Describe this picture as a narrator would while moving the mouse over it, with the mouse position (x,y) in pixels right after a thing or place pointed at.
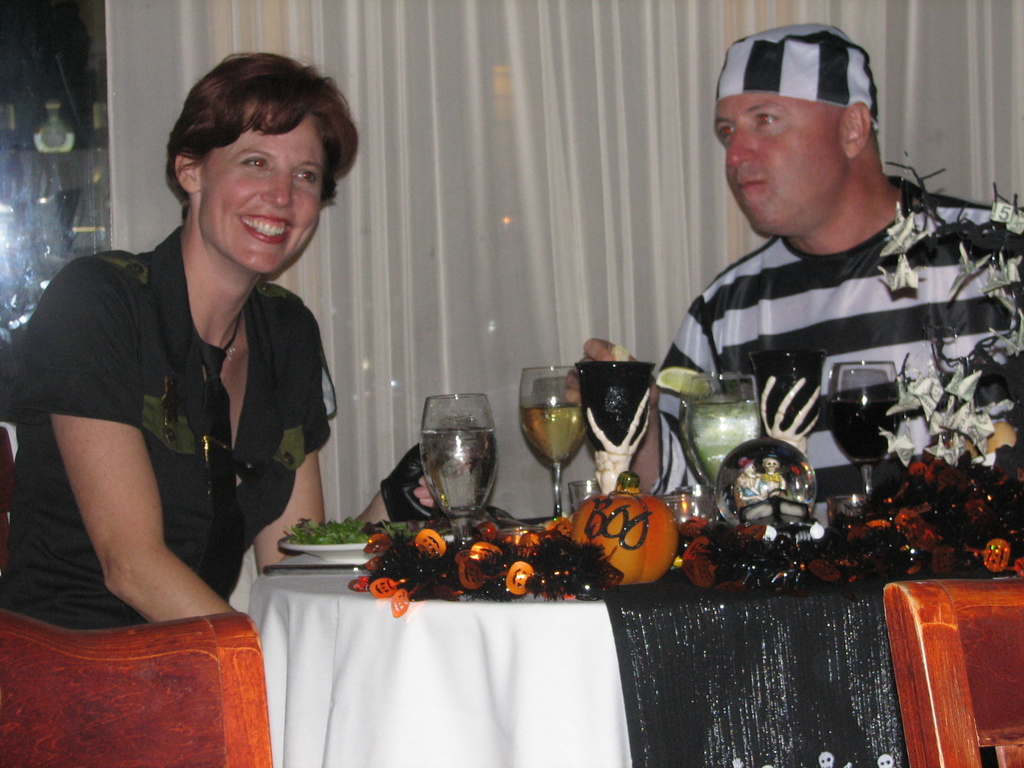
In this image I can see two people (93,406) with different color dresses (222,382). In-front of these people (201,568) I can see the table (385,610). On the table (408,631) I can see the glasses (451,478), plate (359,550) with food (364,536) and some decorative objects (779,551). In the background (268,45) I can see the curtain (201,52).
